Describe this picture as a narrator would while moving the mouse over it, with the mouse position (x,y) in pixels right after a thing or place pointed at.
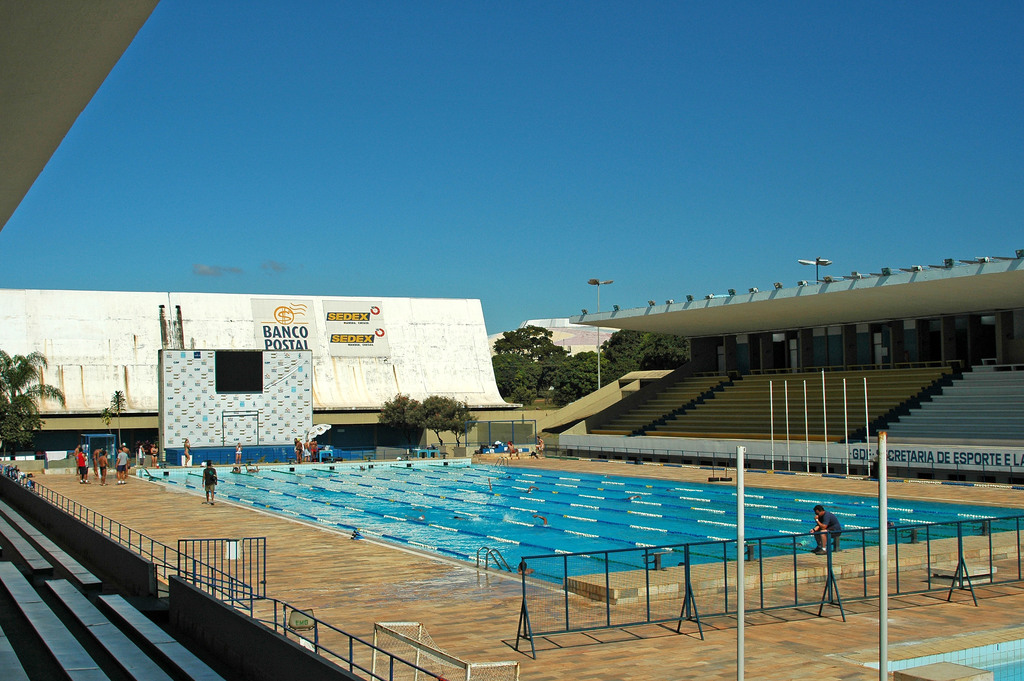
This image consists of a swimming pool (545,560). It looks like a outdoor stadium (838,483). In the middle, there is water (403,511). And we can see many people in this image. On the rights, there are seats (715,422). In the front (541,597), we can see a fencing (630,602). In the background (18,311), there is a wall (70,393) along with the trees (639,356).
